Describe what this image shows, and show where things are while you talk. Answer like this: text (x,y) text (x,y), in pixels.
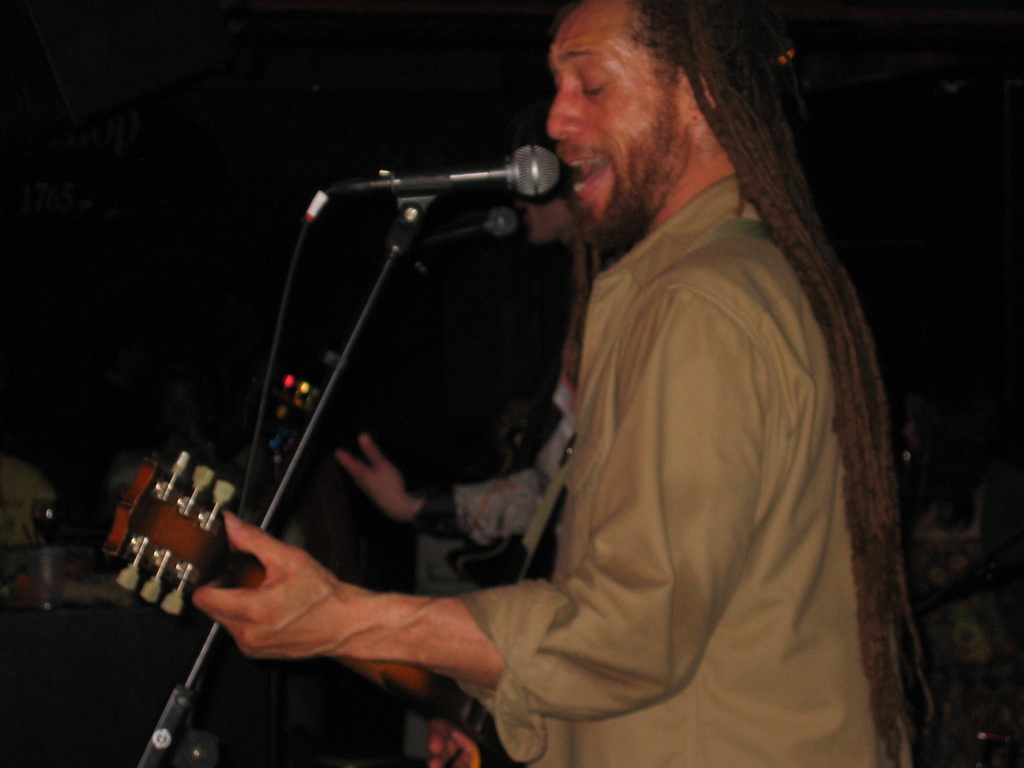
In this picture we can see man (609,546) holding guitar (224,538) in his hand (203,605) and playing and singing on mic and in background (552,387) we can see other person (566,409) and it is dark.
